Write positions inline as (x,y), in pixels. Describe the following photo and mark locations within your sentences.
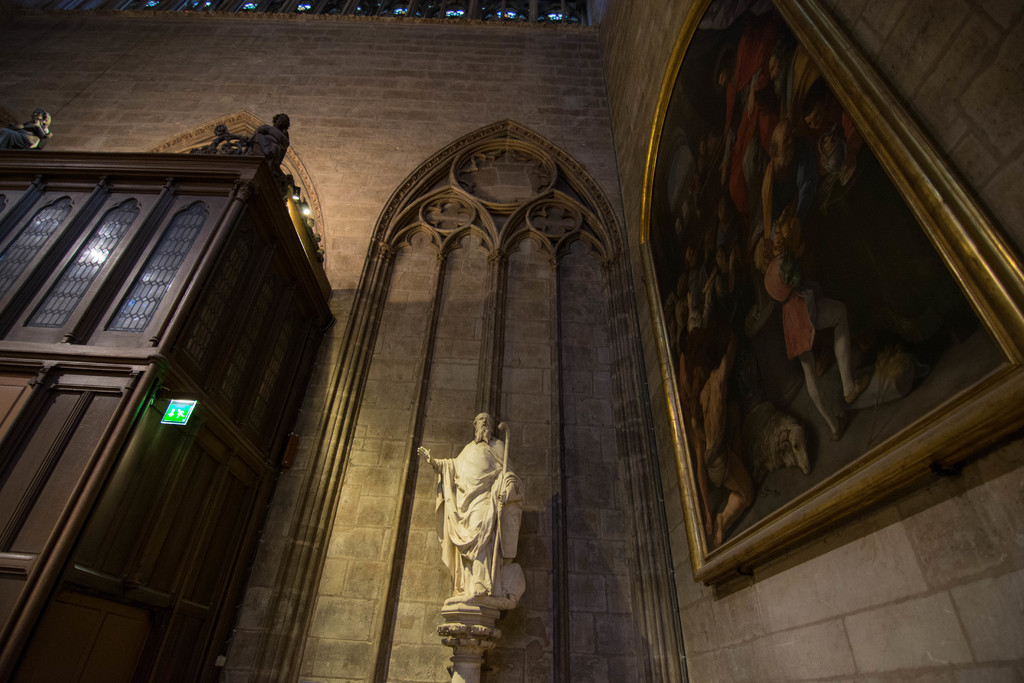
In this image we can see the cathedral construction (497,151). Here we can see the statue (497,497). Here we can see the wooden cabinet (252,356) on the left side (132,373). Here we can see the photo frame (759,370) on the wall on the right side (854,398).
